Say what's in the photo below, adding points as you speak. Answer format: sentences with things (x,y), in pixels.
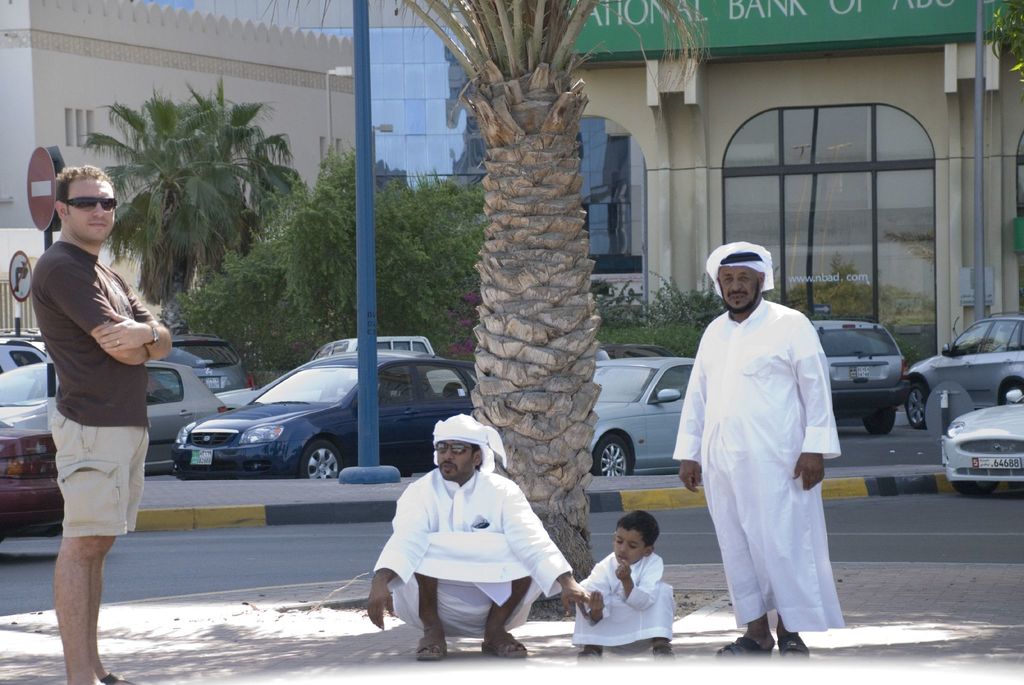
In this picture we can see group of people (489,464), few people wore spectacles (102,199), behind to them we can see few trees (500,258), pole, vehicles (269,427) and buildings (255,72), and also we can see a hoarding (679,44) and few sign boards (51,208).
